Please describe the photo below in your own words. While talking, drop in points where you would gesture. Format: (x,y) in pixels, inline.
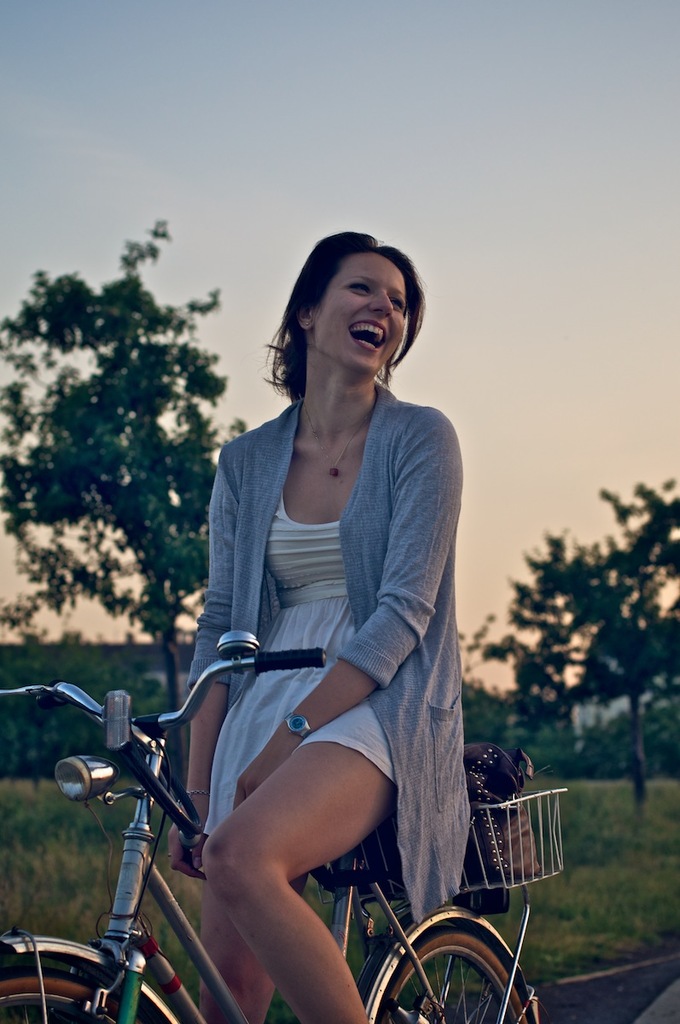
In this picture we can see a woman (285,319) sitting on the bicycle (396,921). And she is smiling. On the background (647,631) we can see some trees (635,650). This is grass (616,865) and there is a sky (462,150).
